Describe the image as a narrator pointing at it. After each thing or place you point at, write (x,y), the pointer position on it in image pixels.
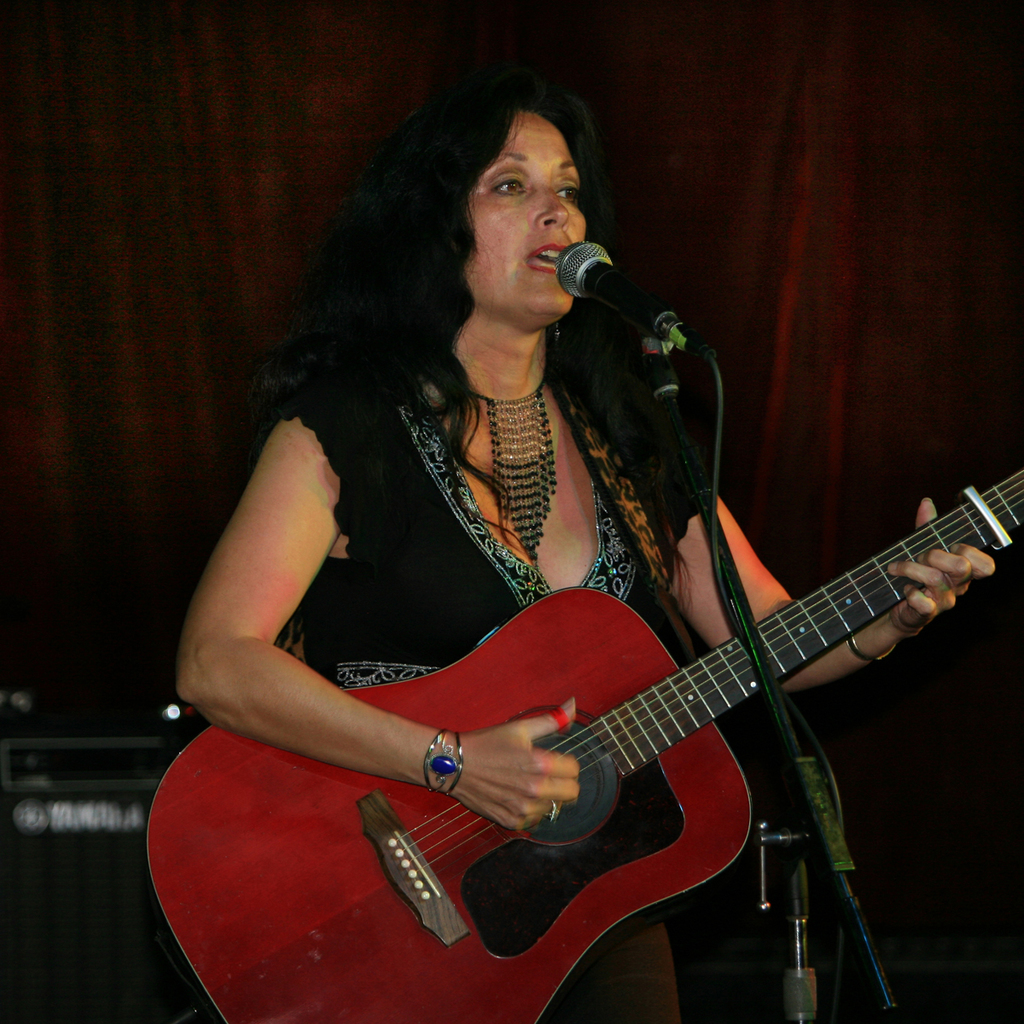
This picture shows a woman (378,516) standing and holding a guitar (593,752) in her hand (503,752) and playing it in front of a mic (605,266) and a stand (849,872). In the background (808,209) there is a red color curtain (740,199).
